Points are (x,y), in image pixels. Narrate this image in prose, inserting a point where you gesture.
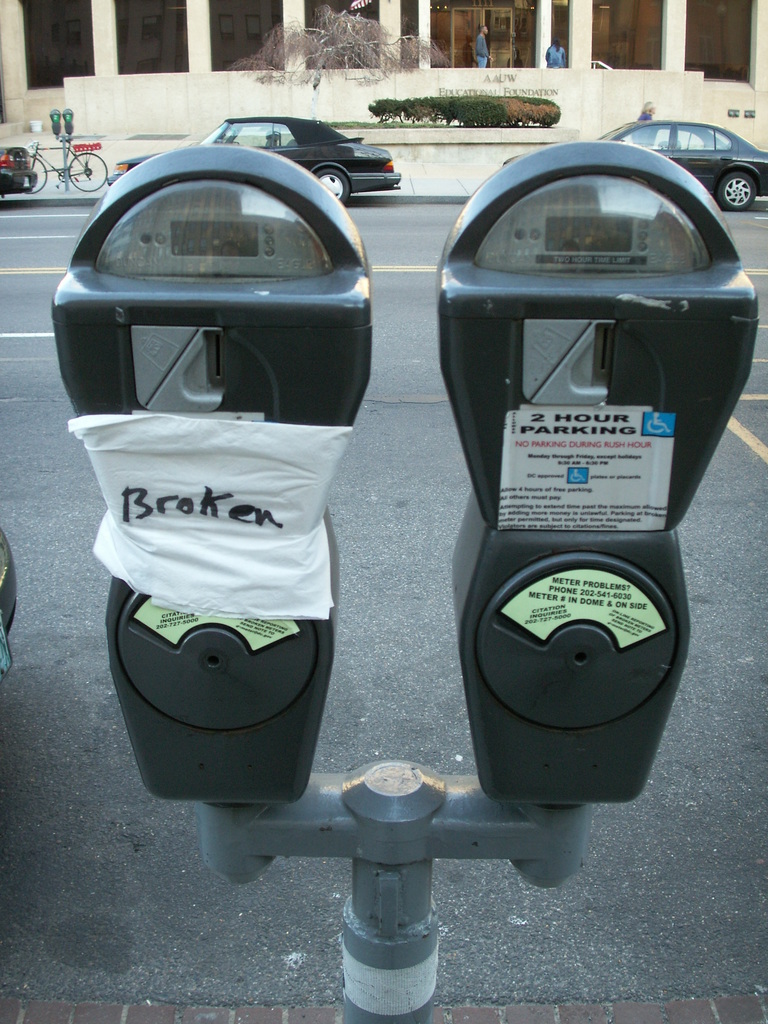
In this image I can see a road (757,242) and number of vehicles (723,200). I can also see few people (477,65) and a cycle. Here I can see a parking meter (253,175).
